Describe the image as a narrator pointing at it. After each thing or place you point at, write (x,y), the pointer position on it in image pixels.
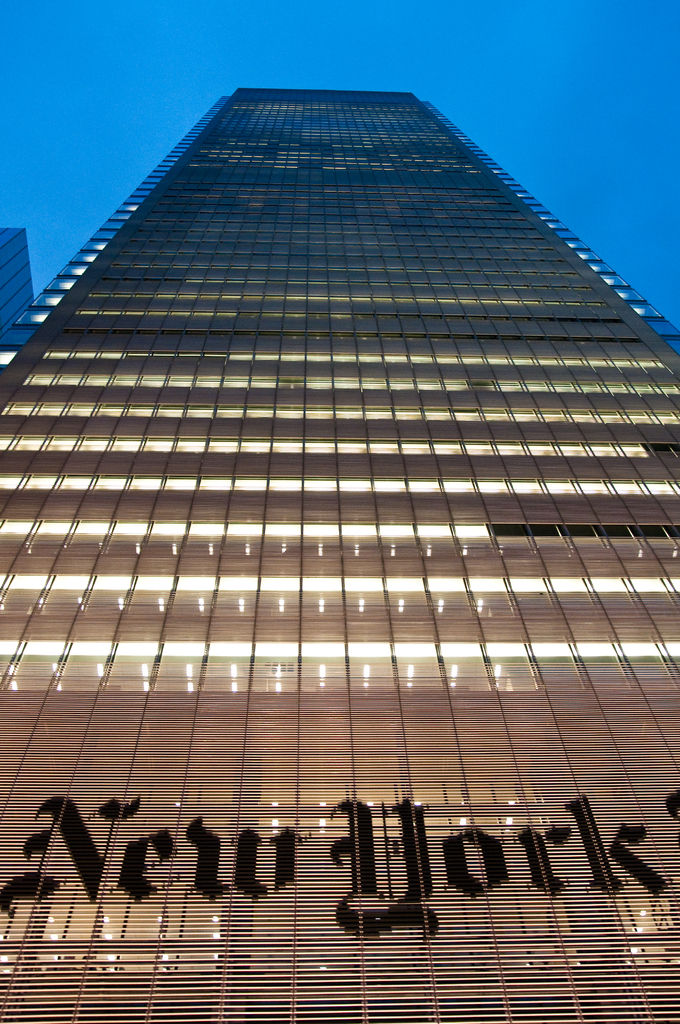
In the image there is a building (405,558) in the middle (327,504) with many lights (281,587) all over it and above its sky (233,55).
